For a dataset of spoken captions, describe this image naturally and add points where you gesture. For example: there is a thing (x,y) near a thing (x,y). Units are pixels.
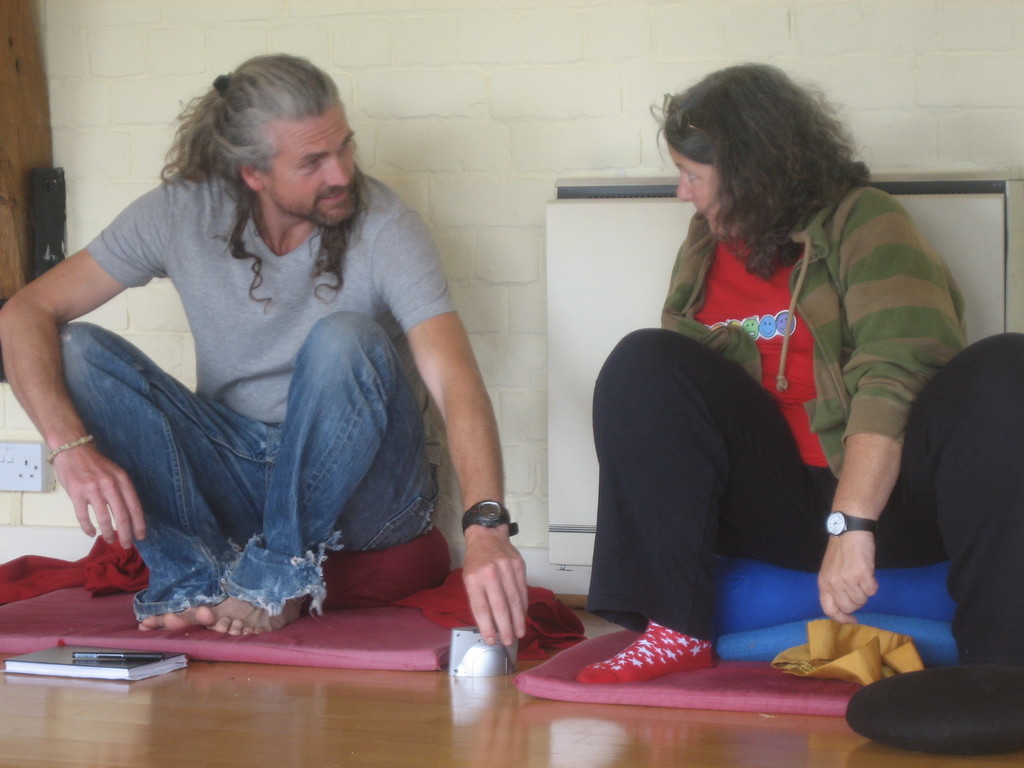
In the background (949,147) we can see the wall (291,43), socket (42,474) and an object (579,285). In this picture we can see a woman (961,338) wearing a jacket (840,313) and a man (251,283) wearing a t-shirt (281,290). They are sitting on the pillows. Under the pillows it seems like the flat cushions (104,603). On the floor (310,714) we can see a book (108,675), pen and few other objects (482,669).
